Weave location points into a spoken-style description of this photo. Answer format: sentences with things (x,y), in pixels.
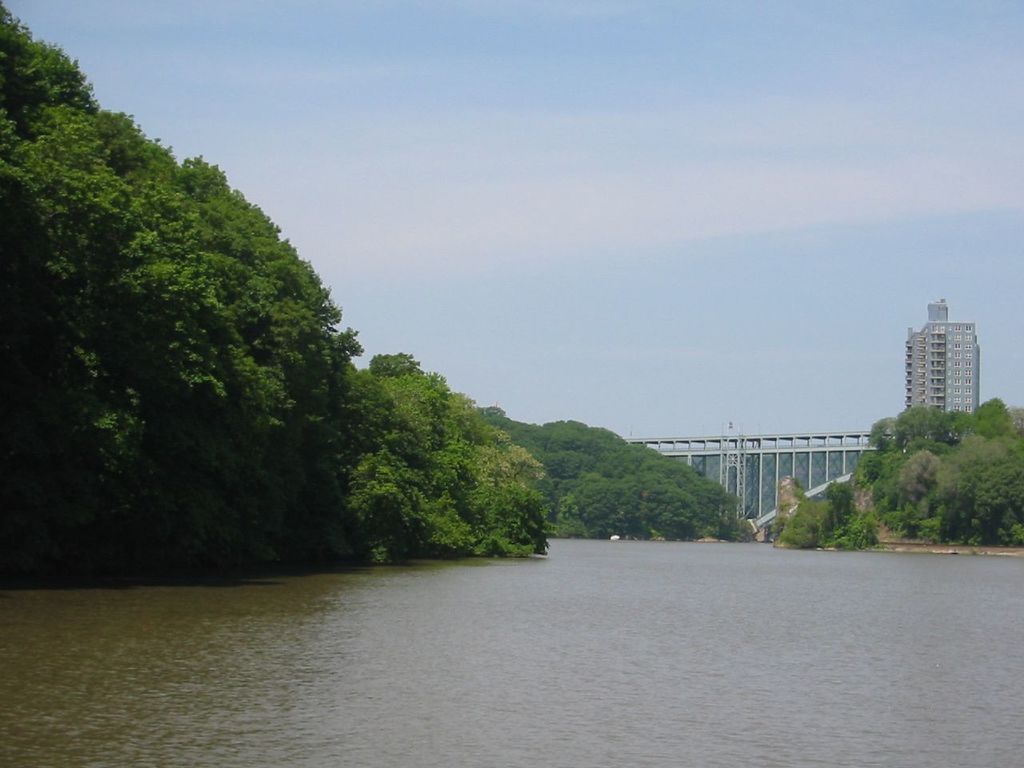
In this picture we can see the river (724,706) and trees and in the background (890,22) we can see a bridge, building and the sky (890,101).
